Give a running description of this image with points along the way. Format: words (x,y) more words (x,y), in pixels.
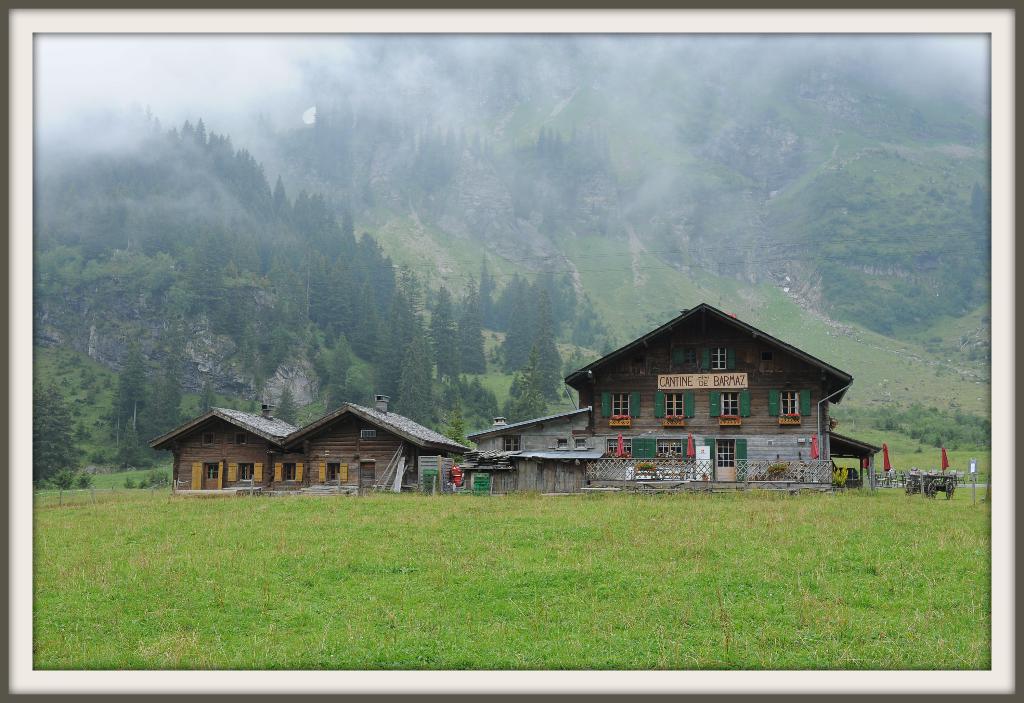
In this picture I can see there is a building (604,416) here and there is grass (302,614) on the floor (829,600) and in the backdrop (525,333) there are mountains (383,221) and they are covered with trees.
